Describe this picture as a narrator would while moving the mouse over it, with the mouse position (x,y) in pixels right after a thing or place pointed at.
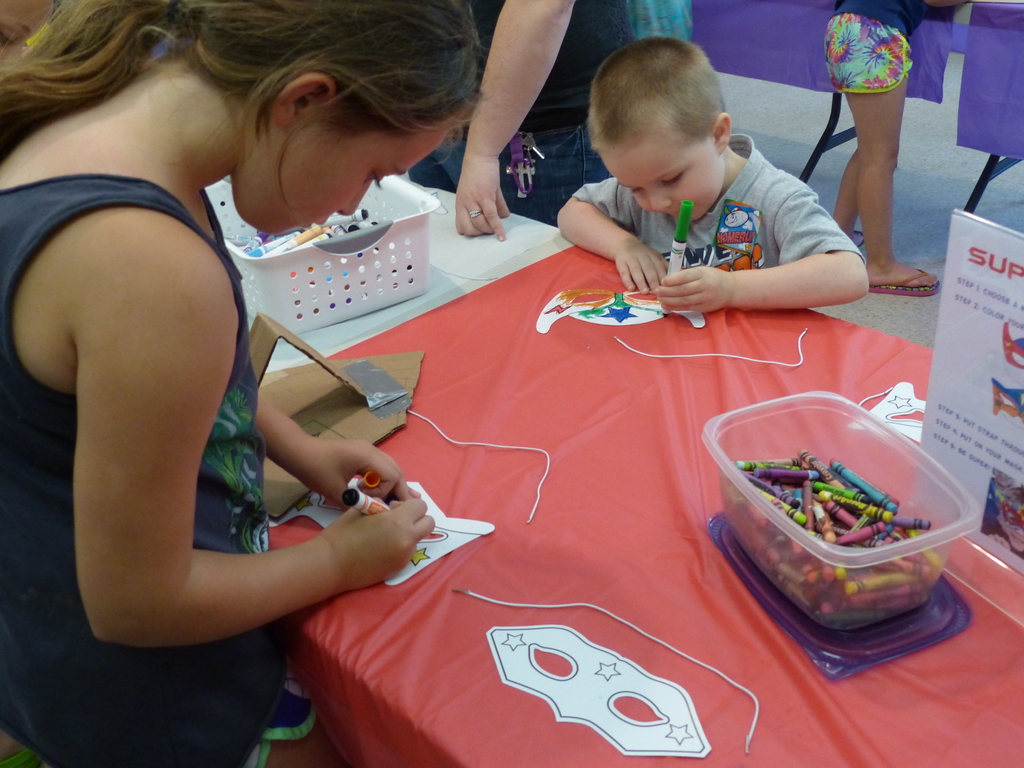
In this image, we can see a table (537,429), on that table (796,767) there is a white color plastic box (919,577) kept, in that box (740,534) there are some color pencils (783,476) kept, there are some kids (13,396) standing and they are coloring, in the background (871,163) there is a person (870,65) standing.
